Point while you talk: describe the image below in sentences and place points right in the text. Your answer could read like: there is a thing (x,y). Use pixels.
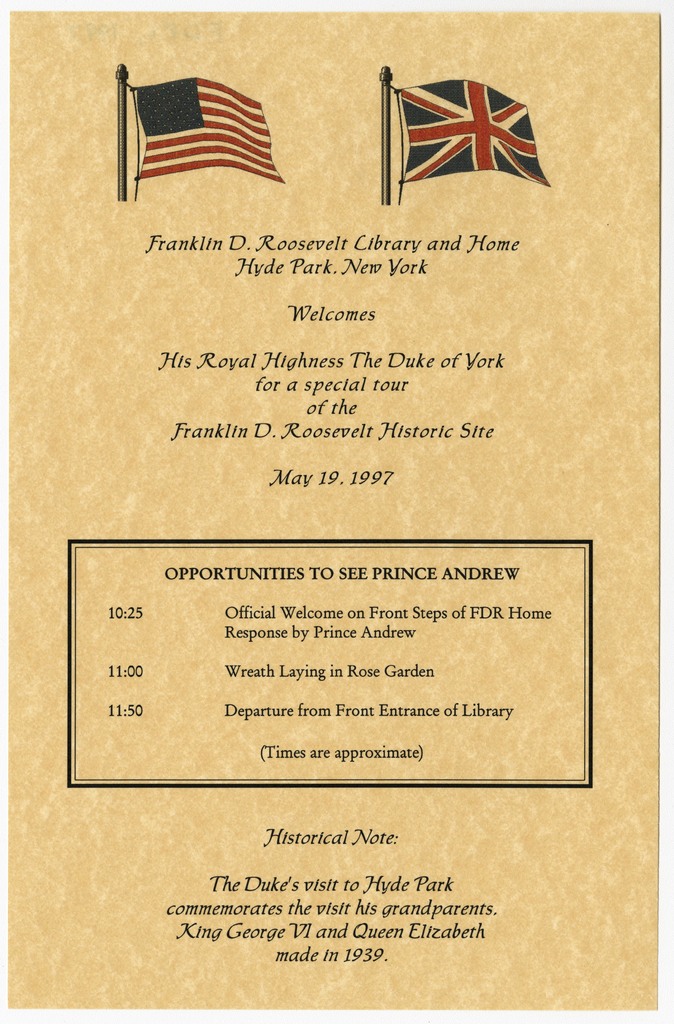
In this picture we can see some text (449,711), numbers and flags (488,112). We can see a creamy background (235,331).
